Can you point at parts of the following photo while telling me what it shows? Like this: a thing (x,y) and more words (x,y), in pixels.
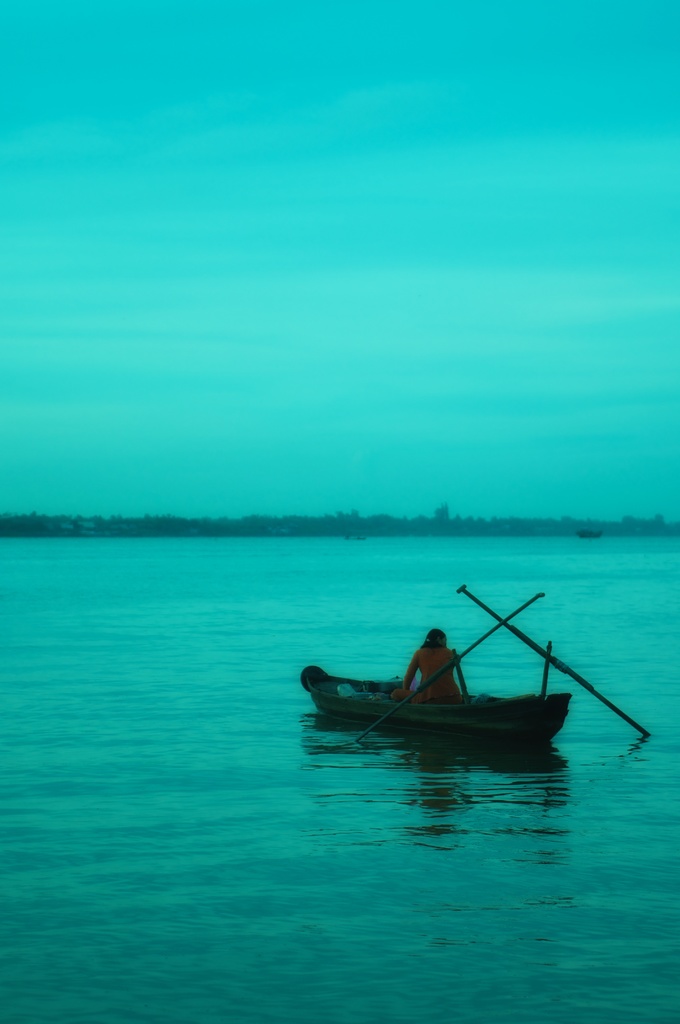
In this image I can see a boat (499,718) on the water (593,777) and I can see a person (429,694) sitting in the boat (506,709). The water (420,760) is in green color, background (395,181) the sky (379,242) is in blue color.
